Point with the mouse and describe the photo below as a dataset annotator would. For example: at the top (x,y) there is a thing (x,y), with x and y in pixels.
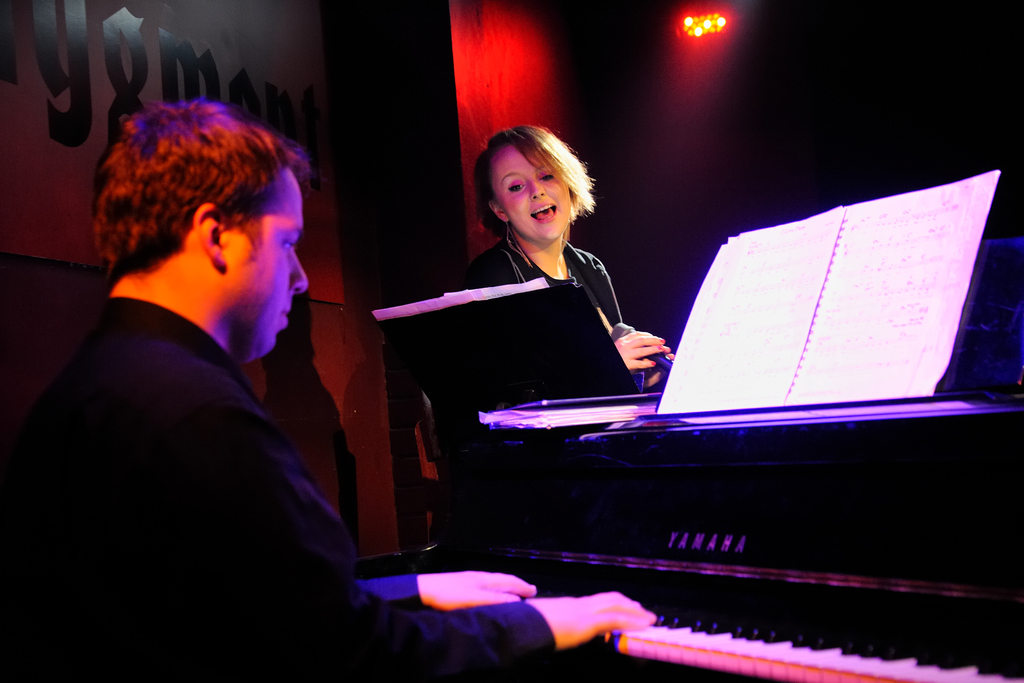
In this image on the left side (191,457) there is one man (252,517) who is sitting and playing piano (881,633) in front of him there is one book (691,322). Beside him there is one woman (557,215) who is holding a mike (623,333), in front of her there is one board (468,310) on the board (452,367) there are some papers (403,306) it seems that she is singing. On the background (468,51) there is wall (477,58) and some lights (703,22) are there.
